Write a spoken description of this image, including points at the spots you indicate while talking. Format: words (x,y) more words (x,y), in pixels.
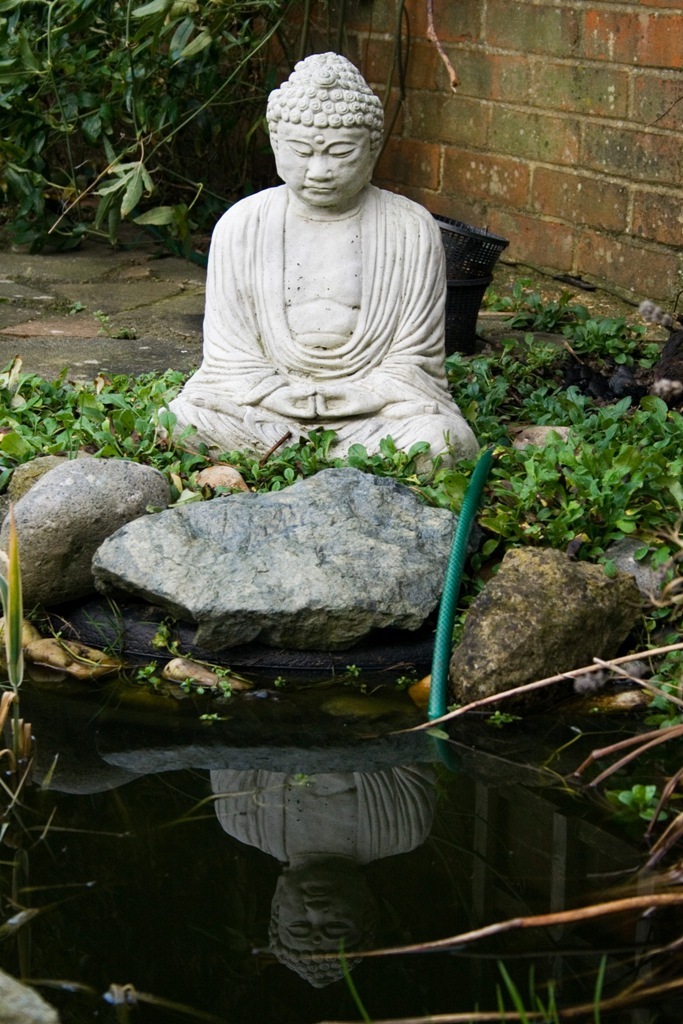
In this image we can see a statue (413,407) on the surface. We can also see some stones (295,607), a pipe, water (434,740), containers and a wall (382,156).
